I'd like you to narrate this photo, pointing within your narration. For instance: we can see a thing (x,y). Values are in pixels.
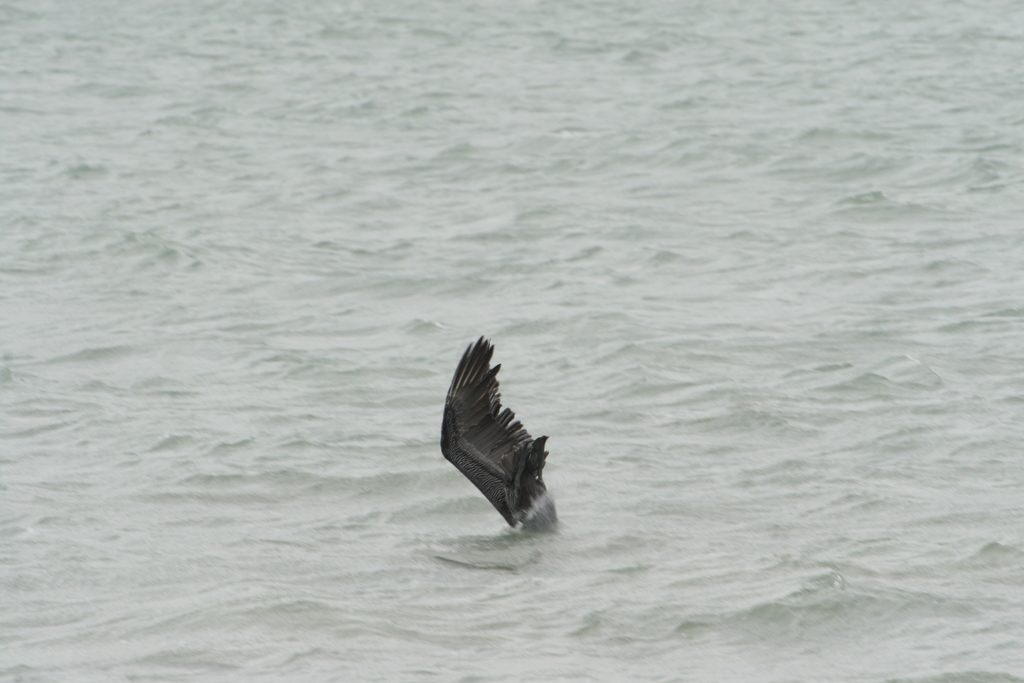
In this picture there is a bird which is touching the water (489,538). At the top (620,158) I can see the river (500,129) or ocean (500,81).
